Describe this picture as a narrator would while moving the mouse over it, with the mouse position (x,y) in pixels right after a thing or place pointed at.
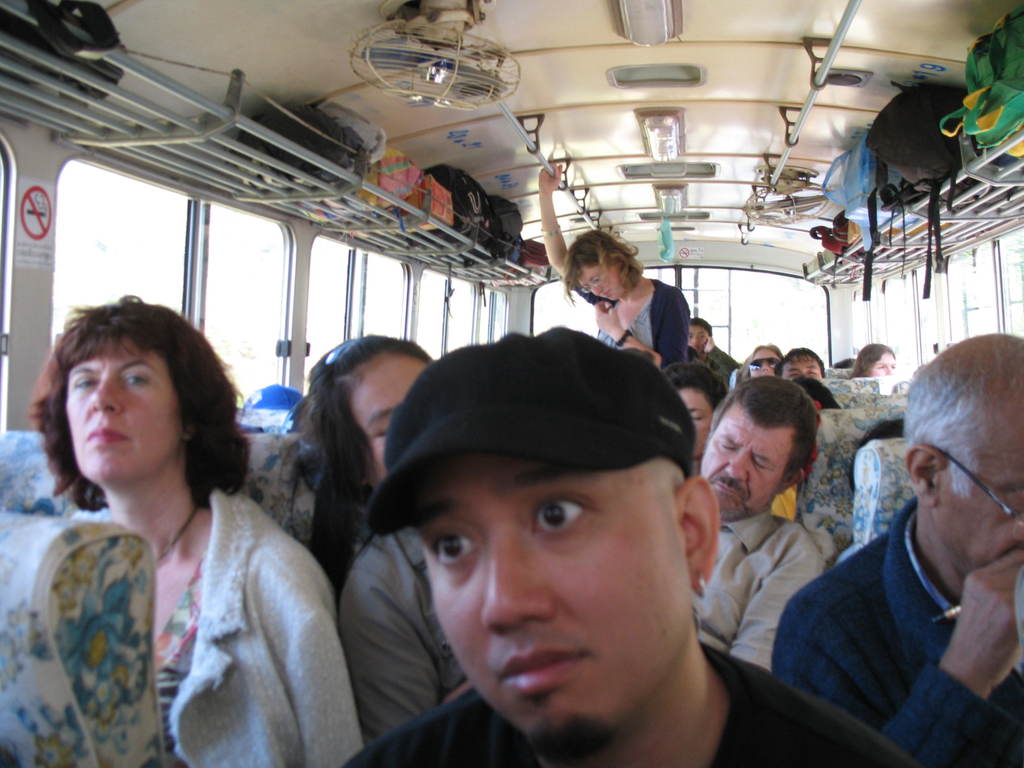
In this image I can see number of persons (659,560) sitting on chairs (811,480) inside the bus (26,176) and I can see a woman (608,336) standing. I can see racks (476,265) on both sides of the bus (804,234) and few bags (957,114) on the racks (194,136). I can see a fan (468,57) and the roof (666,54) of the bus (668,107) and I can see few windows (385,312) and a sign board (40,198).
